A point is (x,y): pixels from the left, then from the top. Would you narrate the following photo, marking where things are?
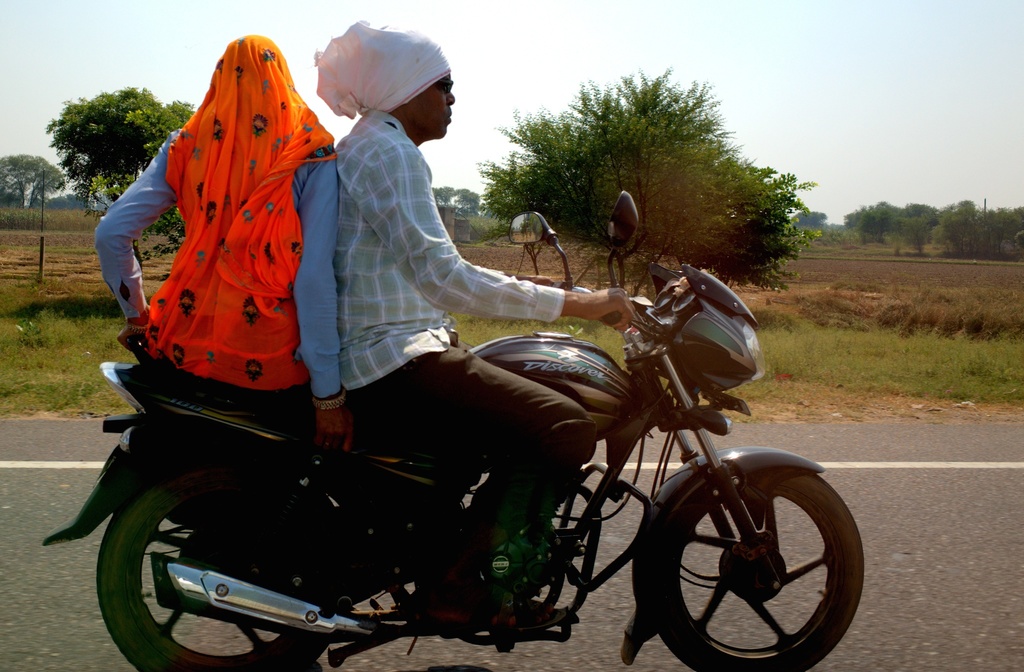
In the picture, there is a man (408,308) and woman (148,198) are travelling on the bike (706,353) behind them there is a grass (950,361), some trees (652,241) and a sky (931,107).
